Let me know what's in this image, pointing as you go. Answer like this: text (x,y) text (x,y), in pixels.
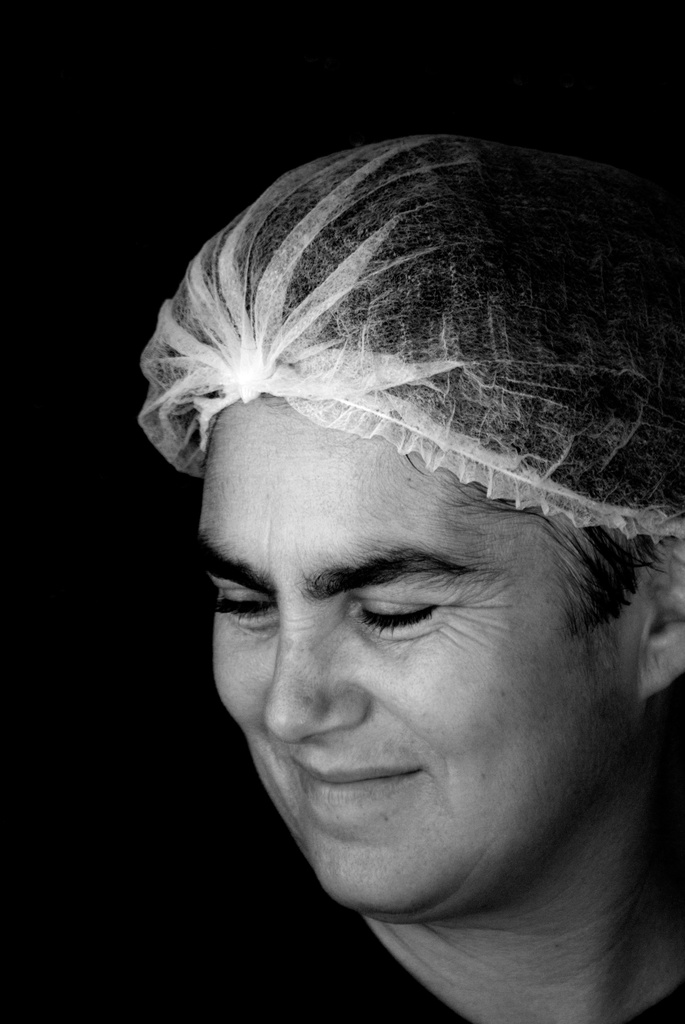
In this picture I can see the face (427,671) of a person (358,617) with a smile.
